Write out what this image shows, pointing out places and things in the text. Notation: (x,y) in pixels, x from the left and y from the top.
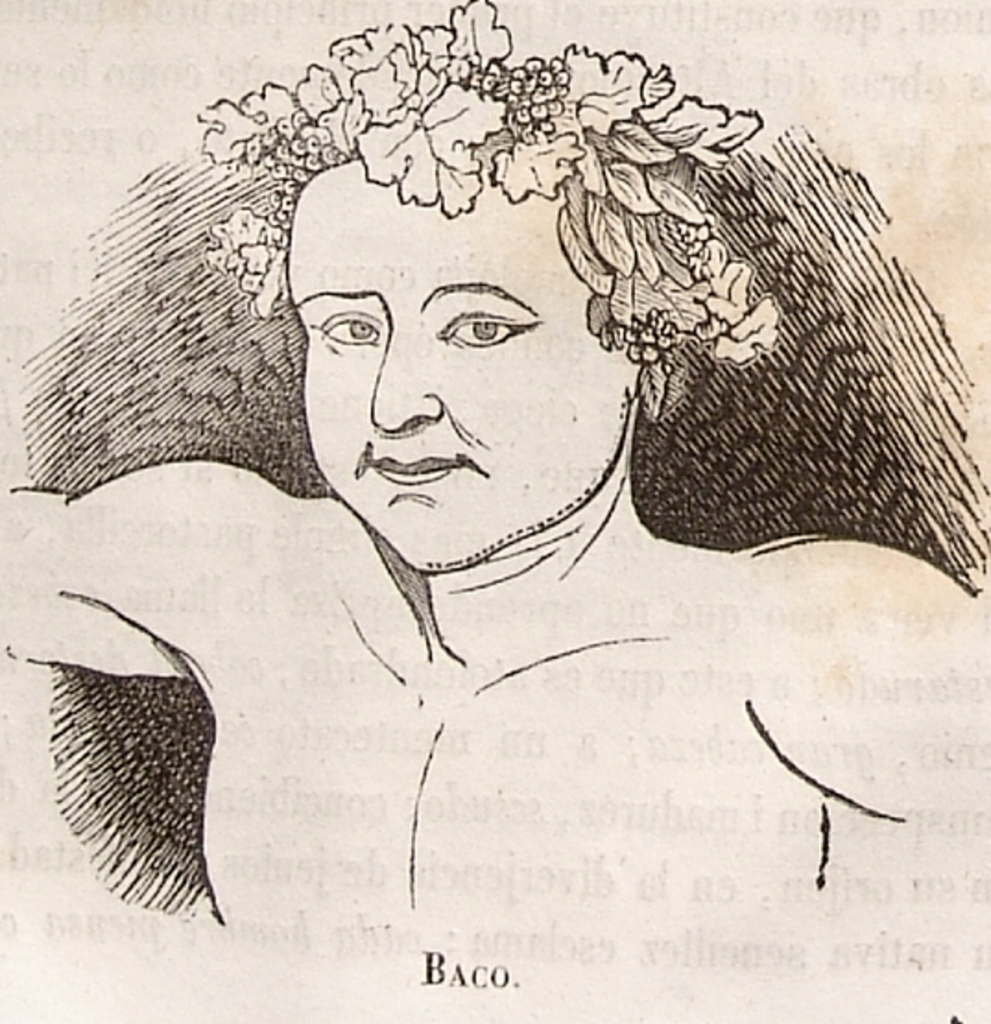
In the picture we can see a drawing (179,671) of a man (147,586) with some flower costume (576,145) to his hair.
